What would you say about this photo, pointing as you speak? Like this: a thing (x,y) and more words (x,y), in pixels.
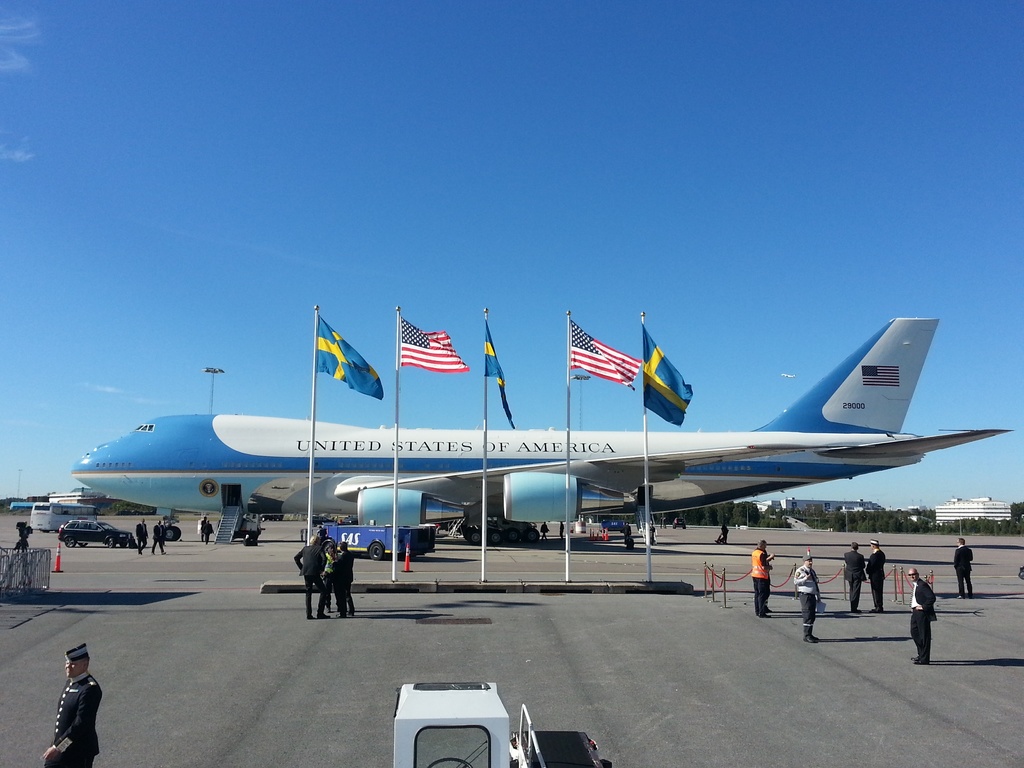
In the background of the image (114,473) there is a aeroplane (106,491). There are flags (620,381). There are people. There is a car (77,543). At the bottom of the image (655,674) there is road (783,681). In the background of the image (500,318) there is sky (615,293).
